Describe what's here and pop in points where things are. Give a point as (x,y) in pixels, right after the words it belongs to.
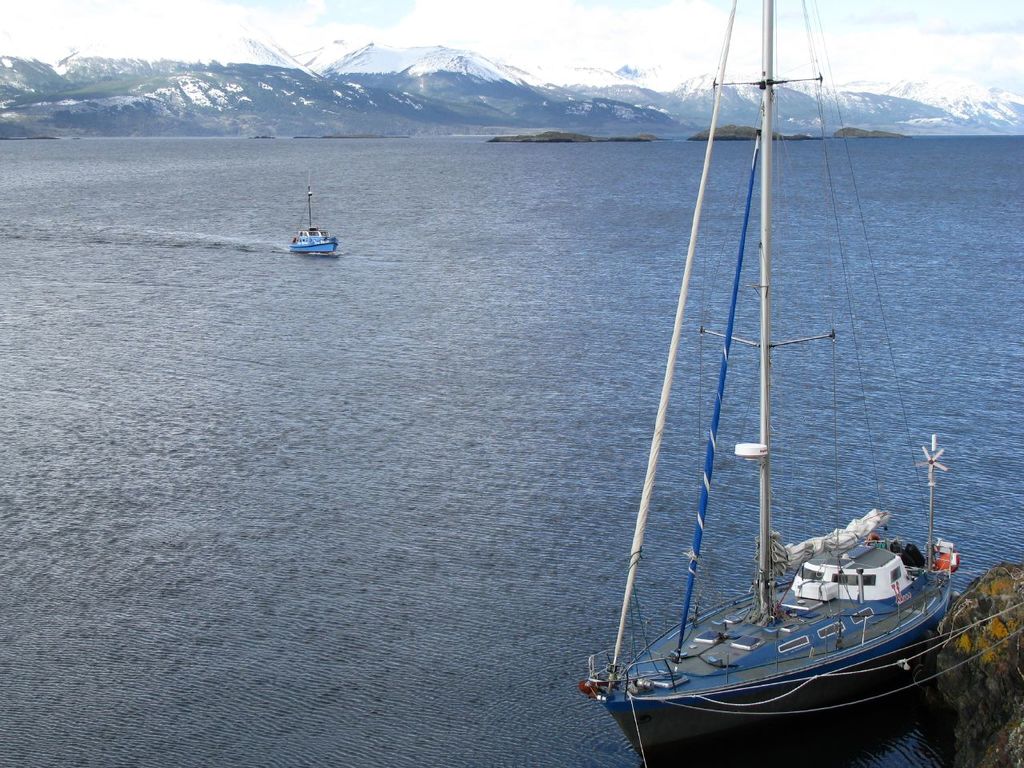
In this picture we can see few boats (681,297) on the water (591,400), in the background (276,68) we can find few hills (48,90) and clouds (550,66).
